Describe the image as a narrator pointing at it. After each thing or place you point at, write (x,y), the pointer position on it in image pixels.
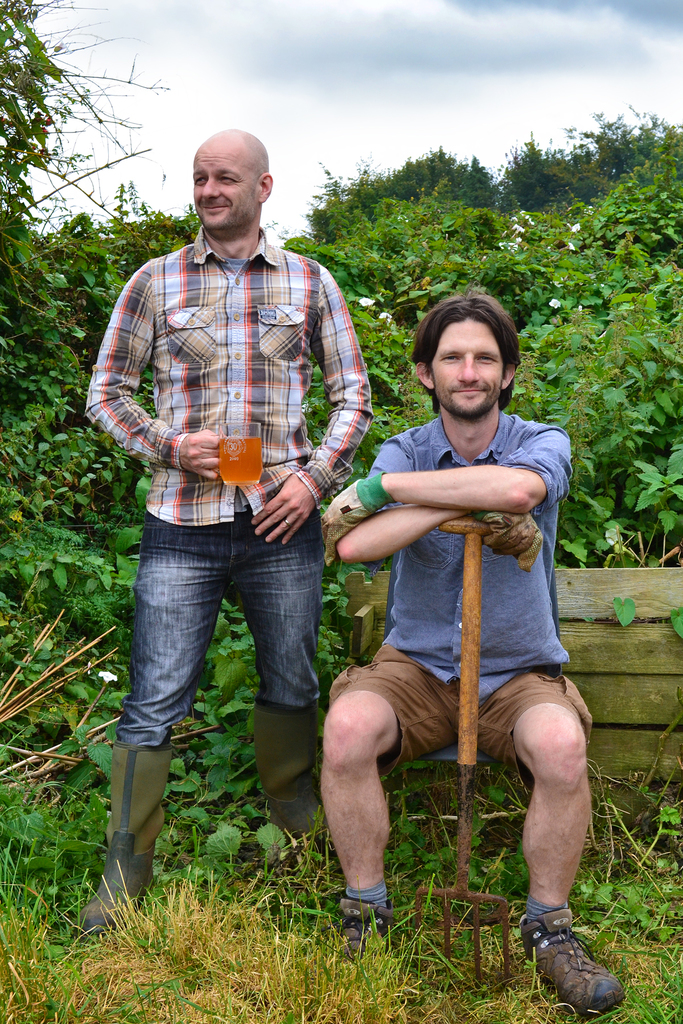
In the foreground of the picture (177,693) there are men (344,690), bench (645,687), grass (325,945) and plants (61,832). In the background (662,243) we can see trees (19,212) and sky (470,93).
